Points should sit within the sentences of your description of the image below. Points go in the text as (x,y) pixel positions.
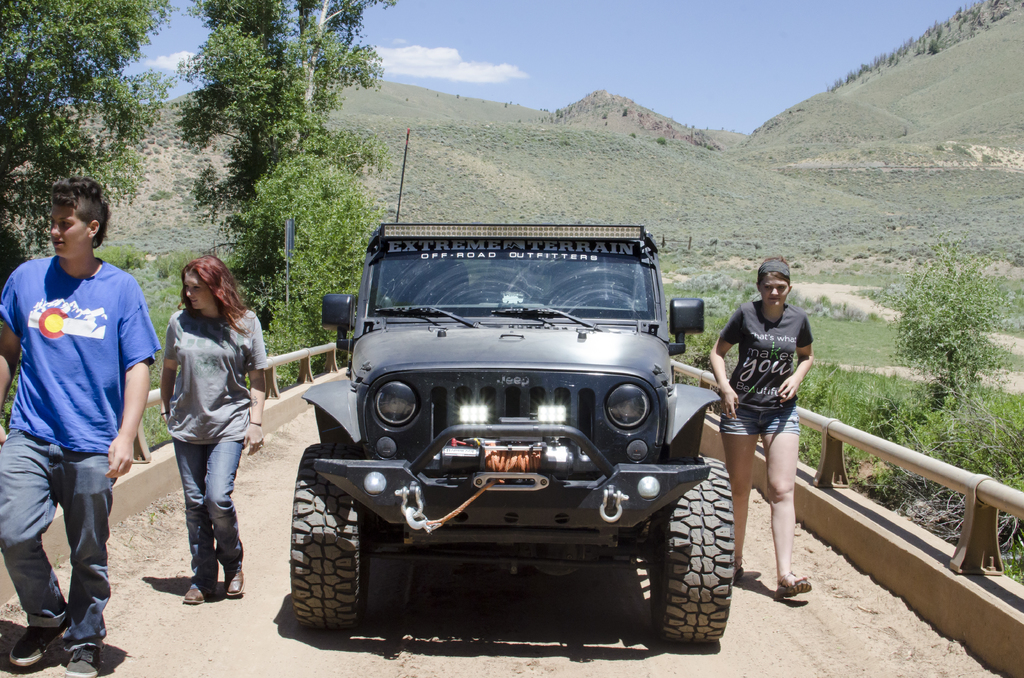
In this image there is a vehicle (582,477). Beside the vehicle (600,329) there are people (68,318) walking. There is a metal rod fence (934,471). There are trees (19,91), poles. In the background of the image (387,154) there are mountains (573,139). At the top of the image (650,46) there are clouds (447,56) in the sky (577,14).
